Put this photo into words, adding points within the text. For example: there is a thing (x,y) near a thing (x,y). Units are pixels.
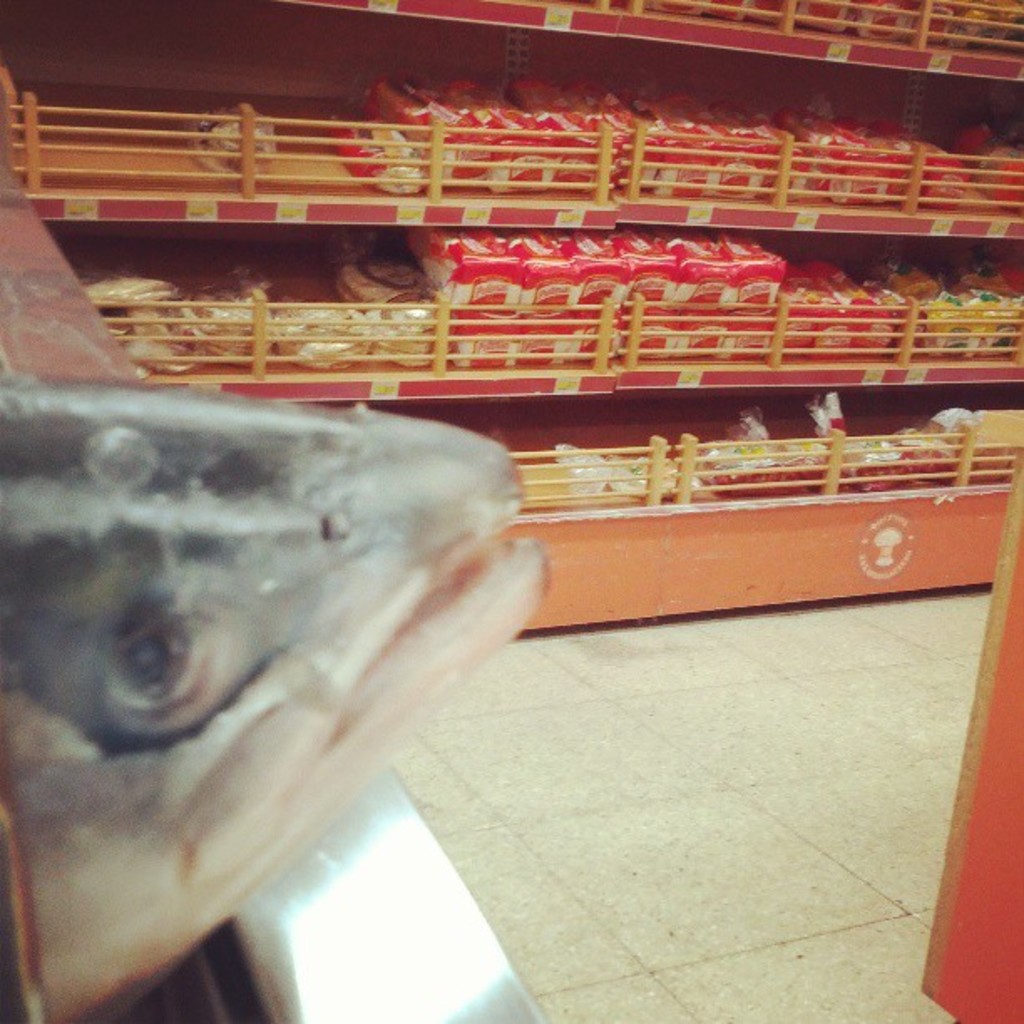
In the image there is fish (220,540) on the left side (130,557) and in the back (505,183) there are racks (659,305) with many groceries (666,252) in it.
